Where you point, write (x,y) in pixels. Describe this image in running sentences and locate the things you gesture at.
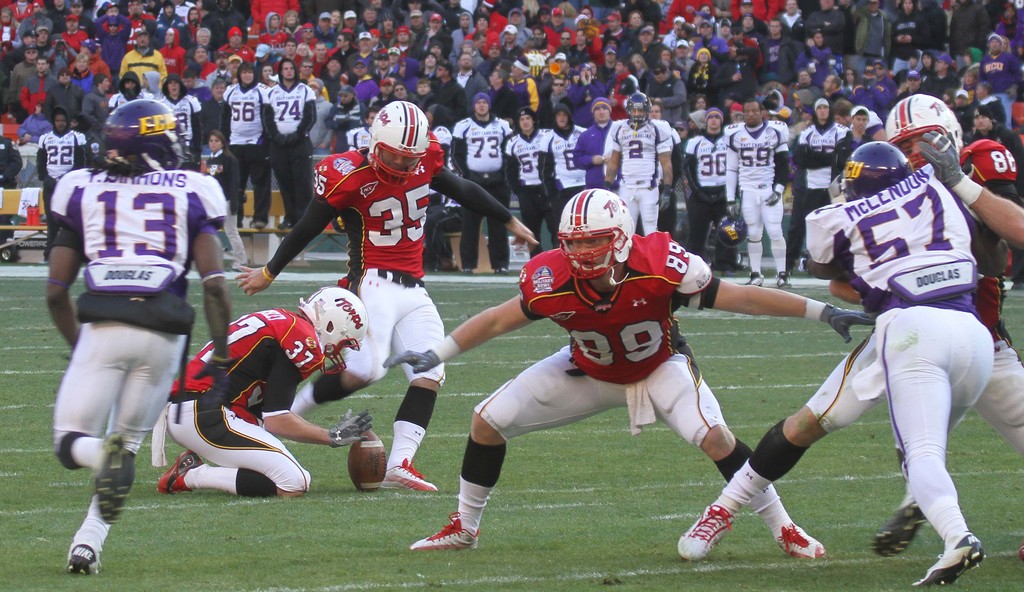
In this image there are players (935,300) playing on a ground (982,517), in the background (769,161) there are people (629,155) standing and few (252,61) are sitting on chairs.
